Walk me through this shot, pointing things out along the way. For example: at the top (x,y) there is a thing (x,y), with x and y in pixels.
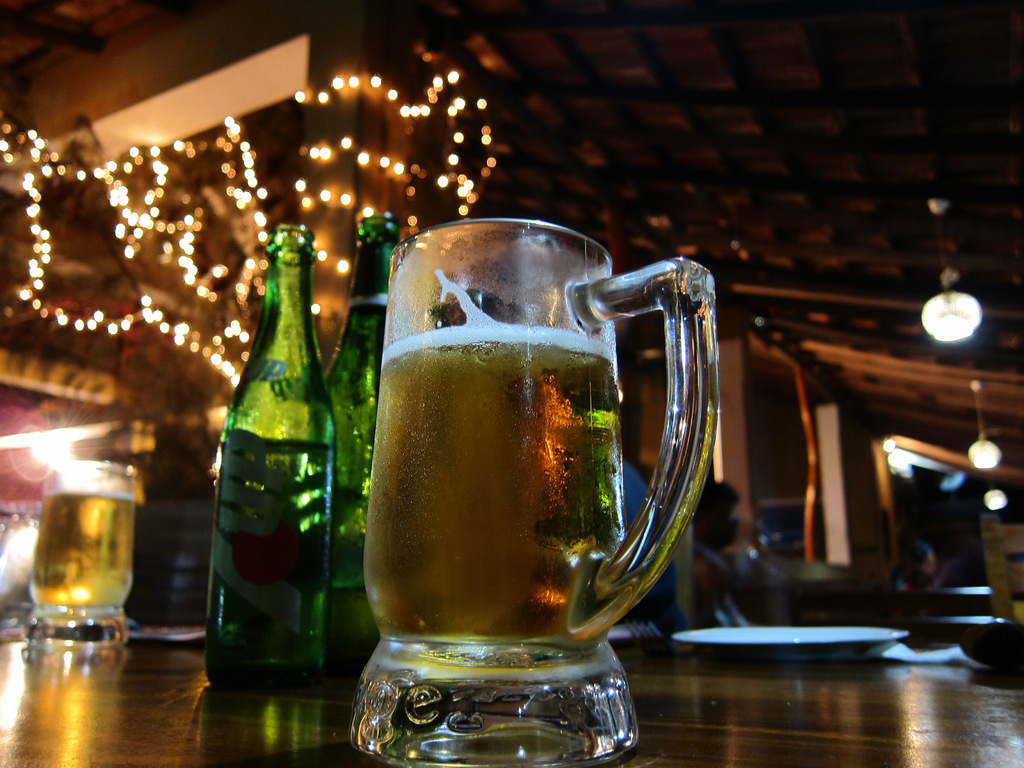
In the picture we can see a wooden table (858,673) on it, we can see a mug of beer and beside we can see some soda bottles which are green in color and in the background (802,335) we can see a room (953,122) which is decorated with lights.
